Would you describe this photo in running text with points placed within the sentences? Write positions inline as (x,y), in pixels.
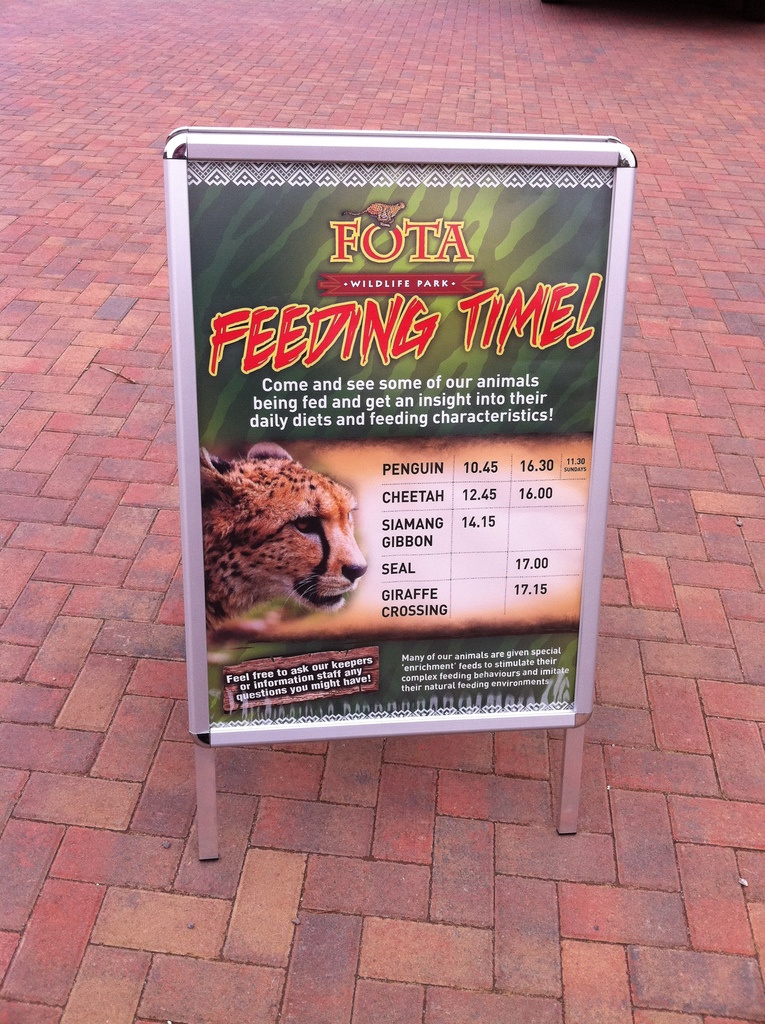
We can see board (247,642) on the surface (230,827), on this board (341,463) we can see cheetah face (226,464) and information (487,340).
